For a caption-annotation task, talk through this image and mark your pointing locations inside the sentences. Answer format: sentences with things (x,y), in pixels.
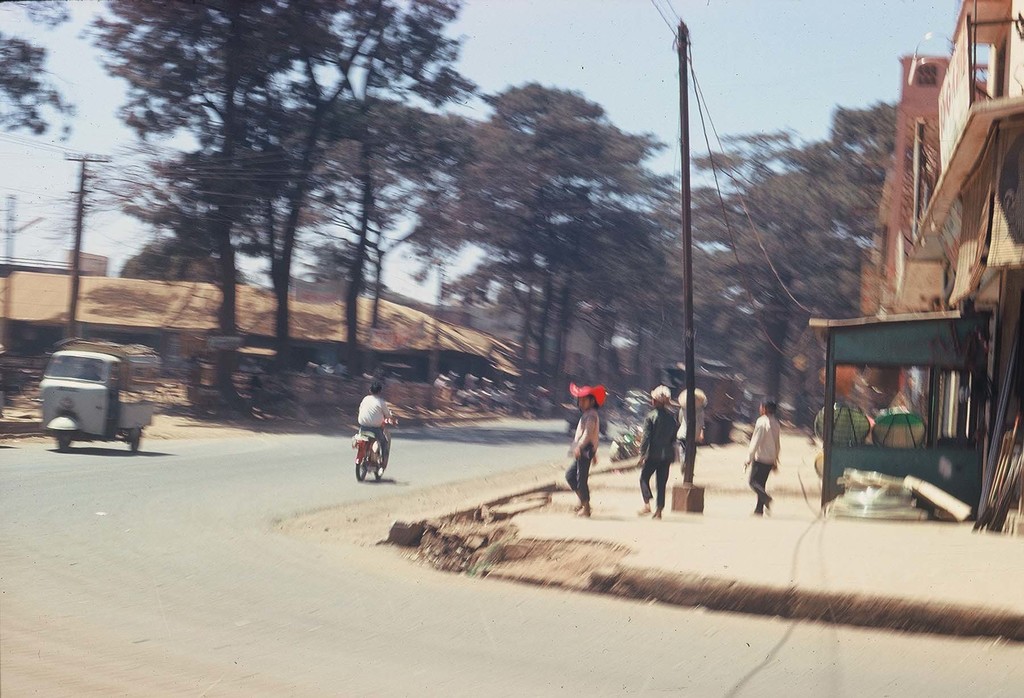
In this image I can see a group of people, street lights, wires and vehicles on the road (296,462). In the background (837,254) I can see buildings (1008,274), trees (749,256) and the sky (546,50). This image is taken may be during a day.
